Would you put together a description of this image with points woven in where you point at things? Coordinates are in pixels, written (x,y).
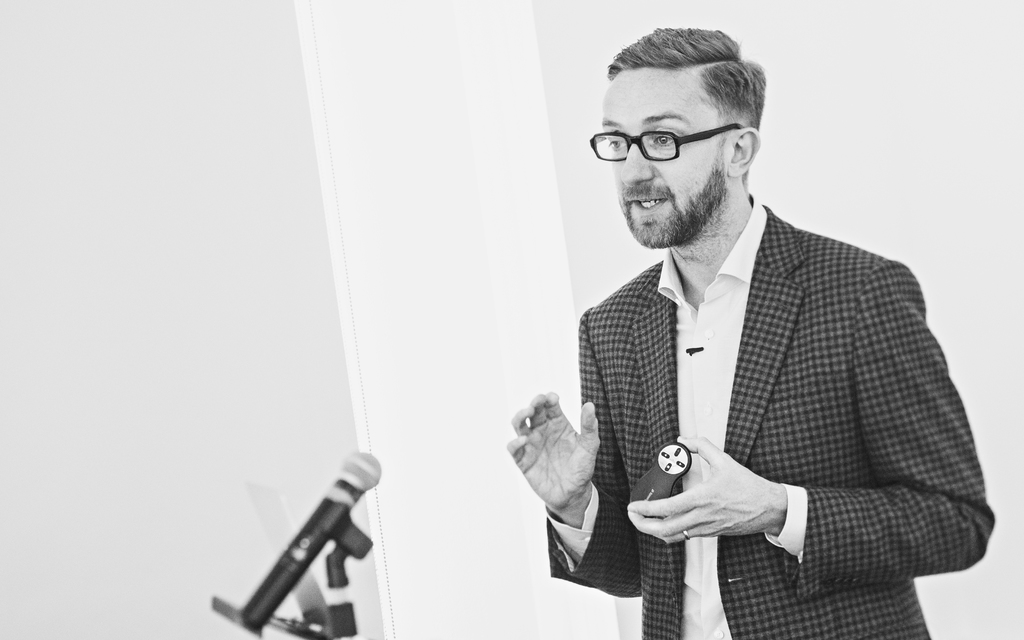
In this picture I can see a man (651,452) standing and holding an object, there is a mike (349,471) with a mike stand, and there is white background (328,205).
